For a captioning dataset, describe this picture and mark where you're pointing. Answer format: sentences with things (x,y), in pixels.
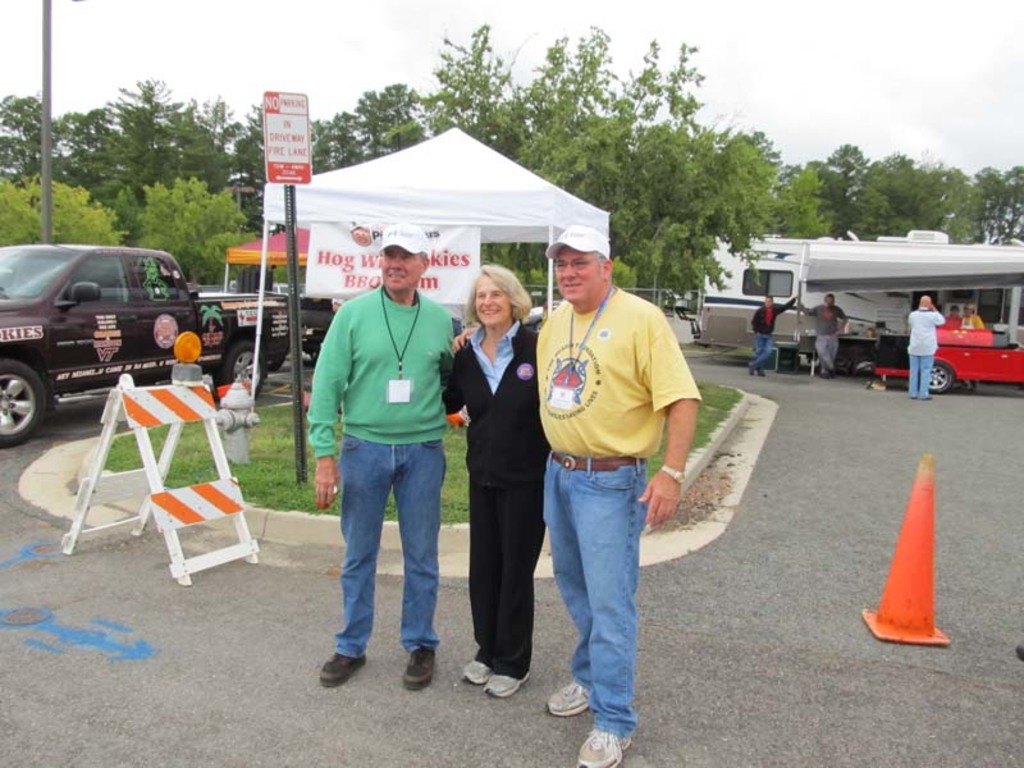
In the background (644,66) we can see sky (880,114), trees (78,177). Here we can see vehicles (74,301) on the road (1003,403). We can see a white tent (525,212) and banner (340,242). We can see a board (300,152) on a pole (294,287). This is a traffic cone (914,589) on the road (852,559). Far we can see people (969,309) standing. Here we can see a woman (512,338) and two men (608,373) wearing caps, identity cards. They are standing and smiling.
